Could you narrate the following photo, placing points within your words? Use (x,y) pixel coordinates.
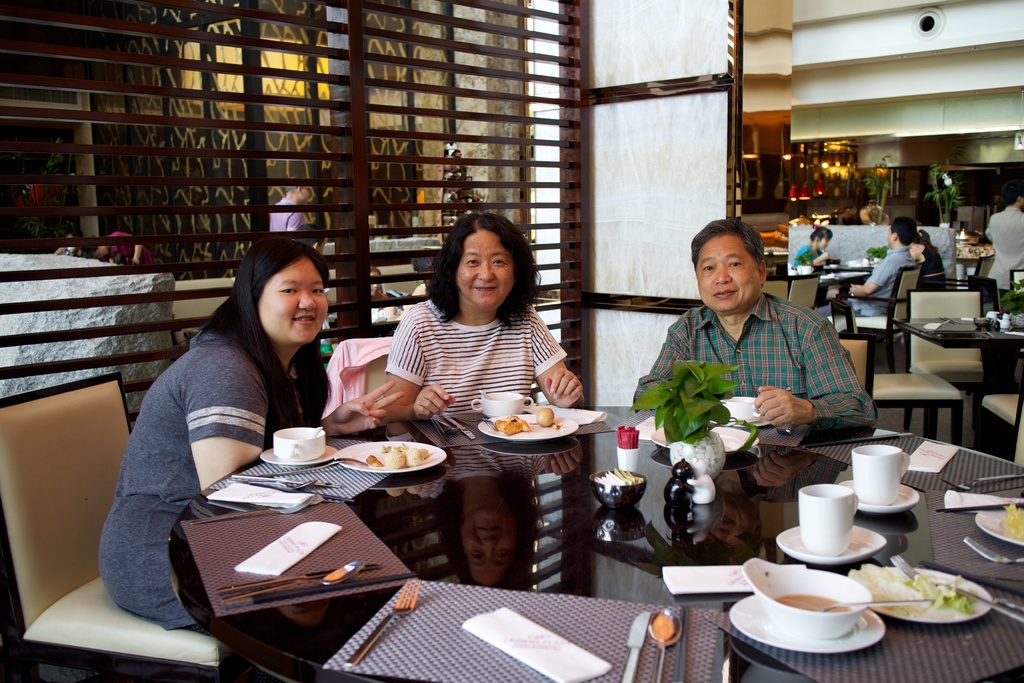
There are three people (473,342) sitting in the chairs (62,526) in front of a table (444,460) on which some tissues (516,634), plates (764,615), bowls (831,604), cups (834,502) were placed. All of them were smiling. In the background (921,235) there are some people (935,256) sitting. We can observe a lights (839,173) here.
